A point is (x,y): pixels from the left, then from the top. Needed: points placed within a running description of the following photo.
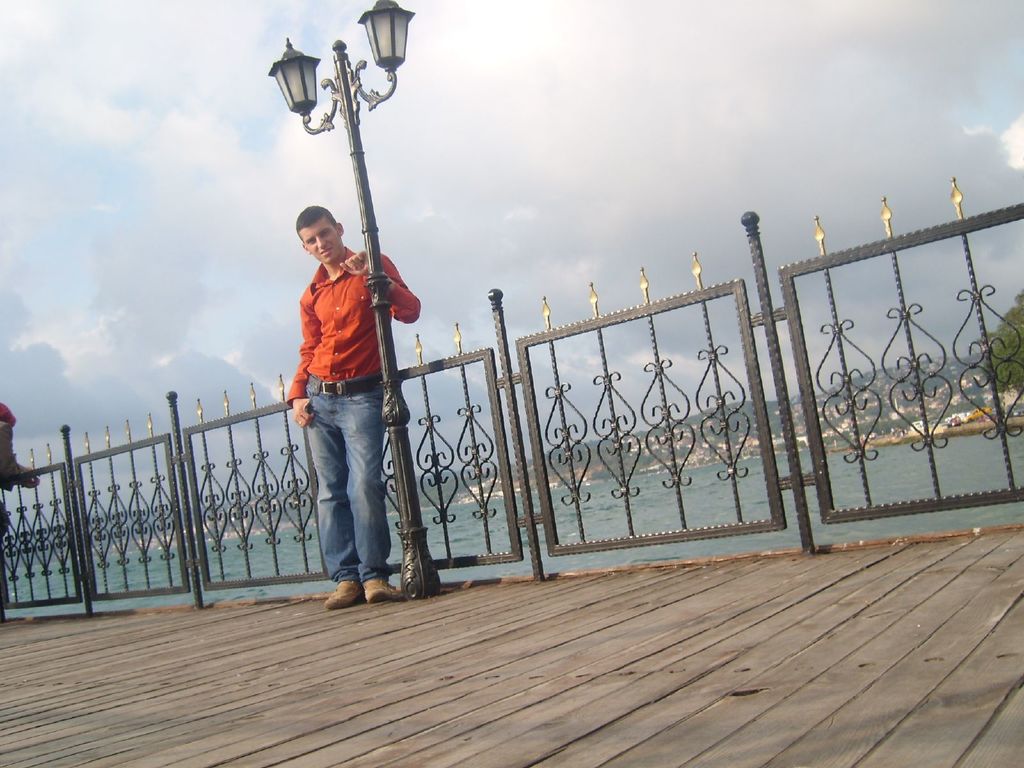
There is a man (376,465) standing, beside this man (374,481) we can see lights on pole (393,464), behind this man (372,507) we can see fence (531,397). In the background (811,490) we can see water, hill (878,393), tree (1020,321) and sky (309,260).
